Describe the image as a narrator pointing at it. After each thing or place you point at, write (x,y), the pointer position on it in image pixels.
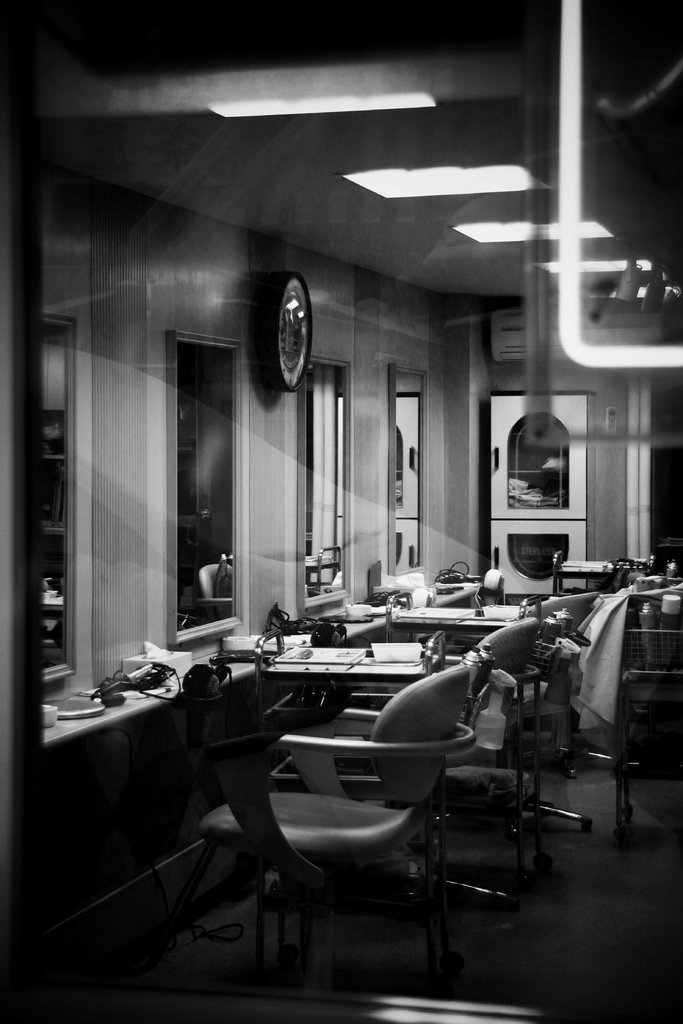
In this image we can see a few chairs (443,716), few objects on the table (277,667), there are few mirrors (347,455) and an object (294,334) to the wall (323,272) and lights (437,191) to the ceiling (446,107), there is a rack (378,707) and an object (644,685) looks like a trolley (639,656) with few objects (623,638).
